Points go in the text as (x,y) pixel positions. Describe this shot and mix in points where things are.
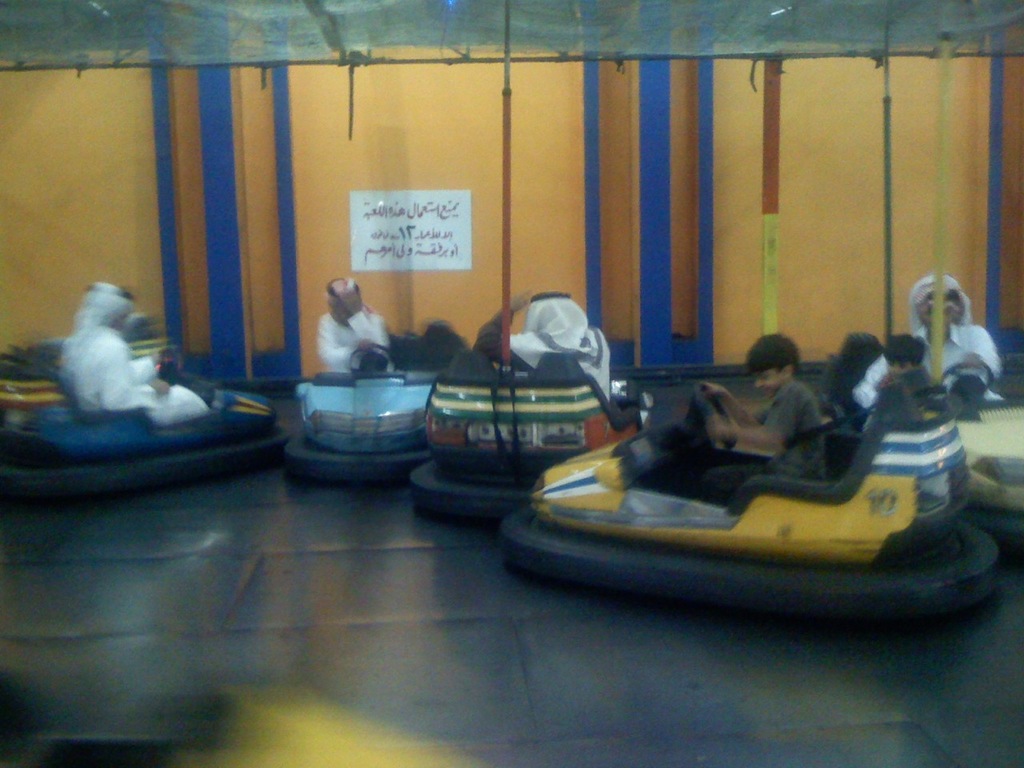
In this image I can see few people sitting in the cars (550,558). I can see these cars (550,558) are in blue, yellow, green and black color. In the background (442,261) I can see the paper (406,260) attached to the yellow color surface (349,170).
